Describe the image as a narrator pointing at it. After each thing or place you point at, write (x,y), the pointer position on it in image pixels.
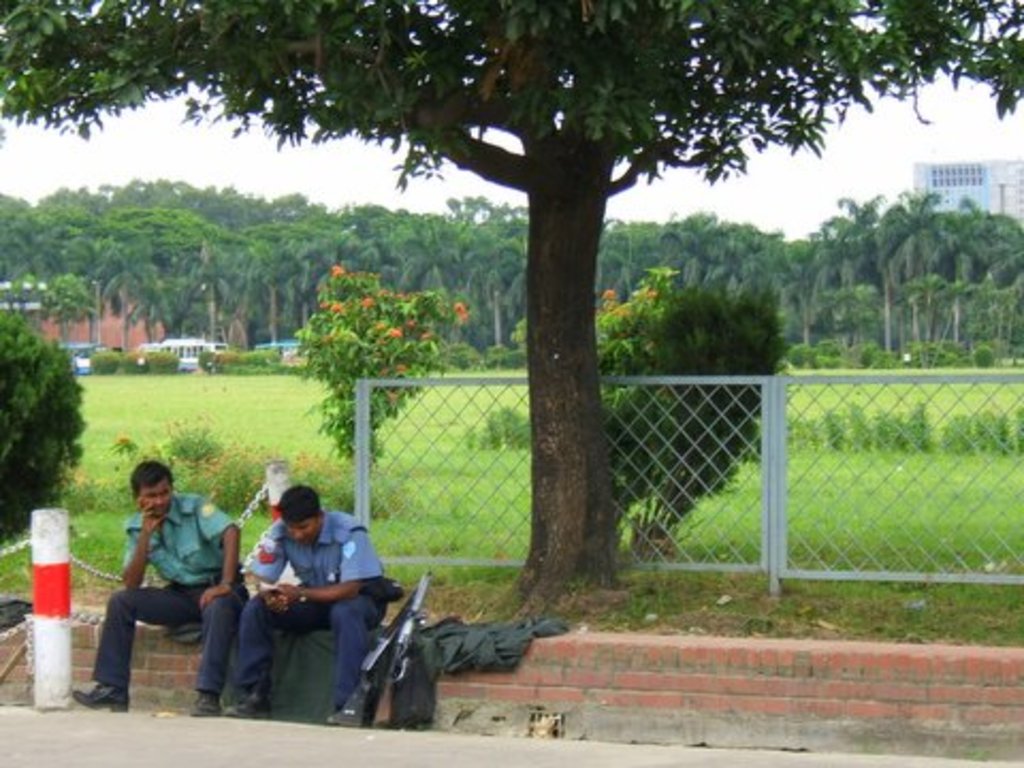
In this picture, we can see a few people (256,576) sitting on the path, we can see some objects (482,647) on the path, poles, chains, trees (89,260), vehicles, buildings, and the sky (688,179).
